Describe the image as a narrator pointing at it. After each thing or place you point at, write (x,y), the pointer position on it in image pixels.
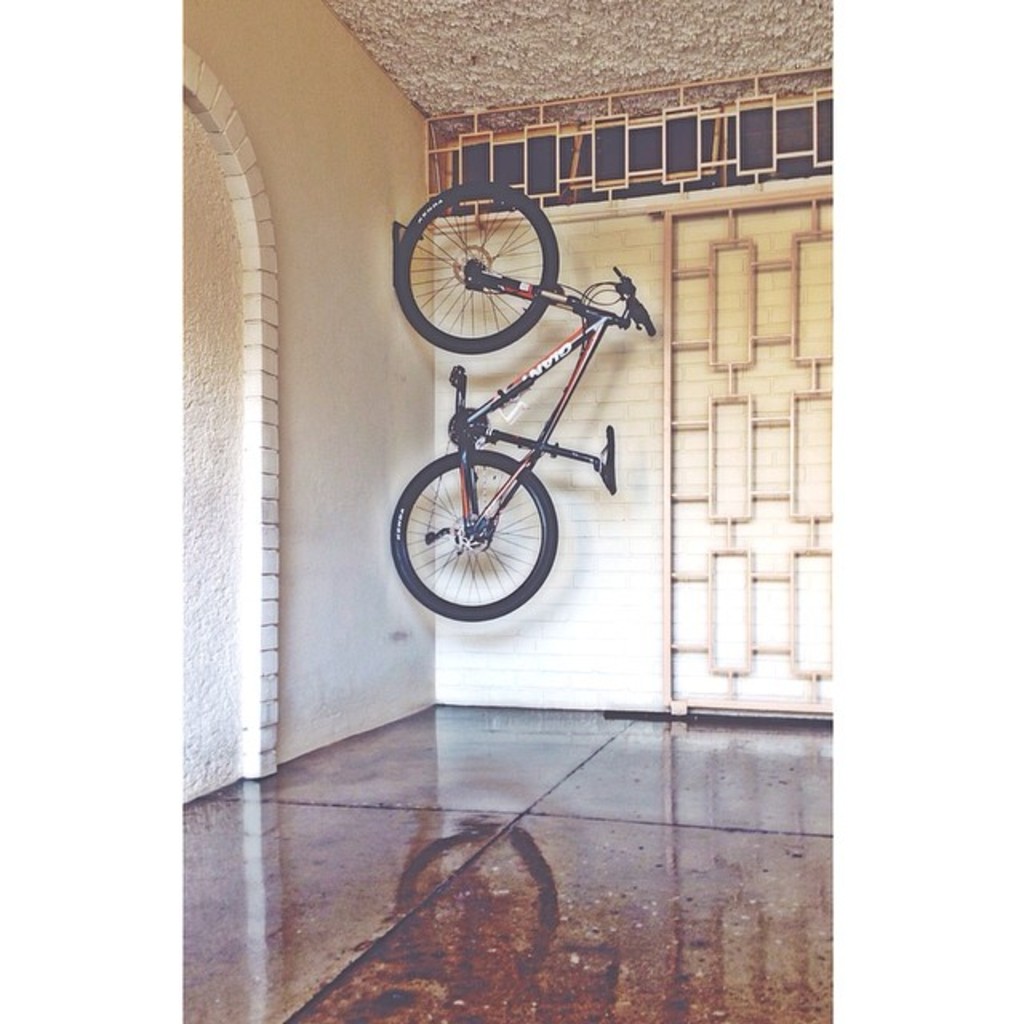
In this image there is a cycle (459,379) hanged on the wall (377,371). In the back (644,569) there is a wall (703,469). Also there is a railing (678,112).
